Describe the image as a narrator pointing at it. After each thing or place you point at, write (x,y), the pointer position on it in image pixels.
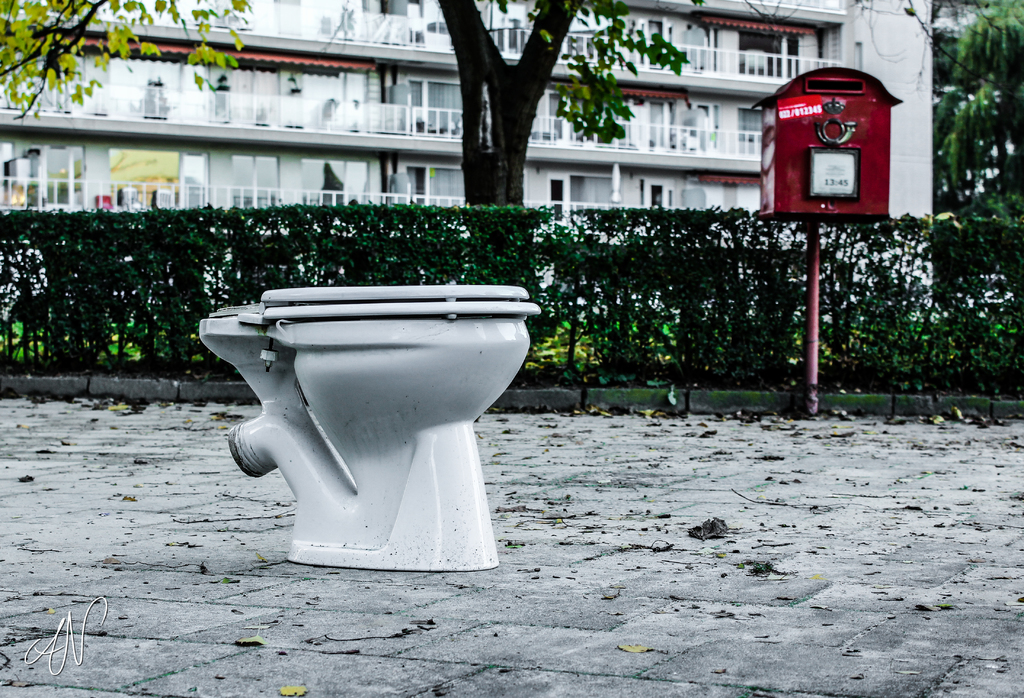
In this image in the foreground (397,368) there is a toilet (367,310). In the background (298,272) there are plants (619,231), letterbox (770,141), trees (593,113), buildings (293,107). On the ground (195,632) there are dried leaves (716,535).
